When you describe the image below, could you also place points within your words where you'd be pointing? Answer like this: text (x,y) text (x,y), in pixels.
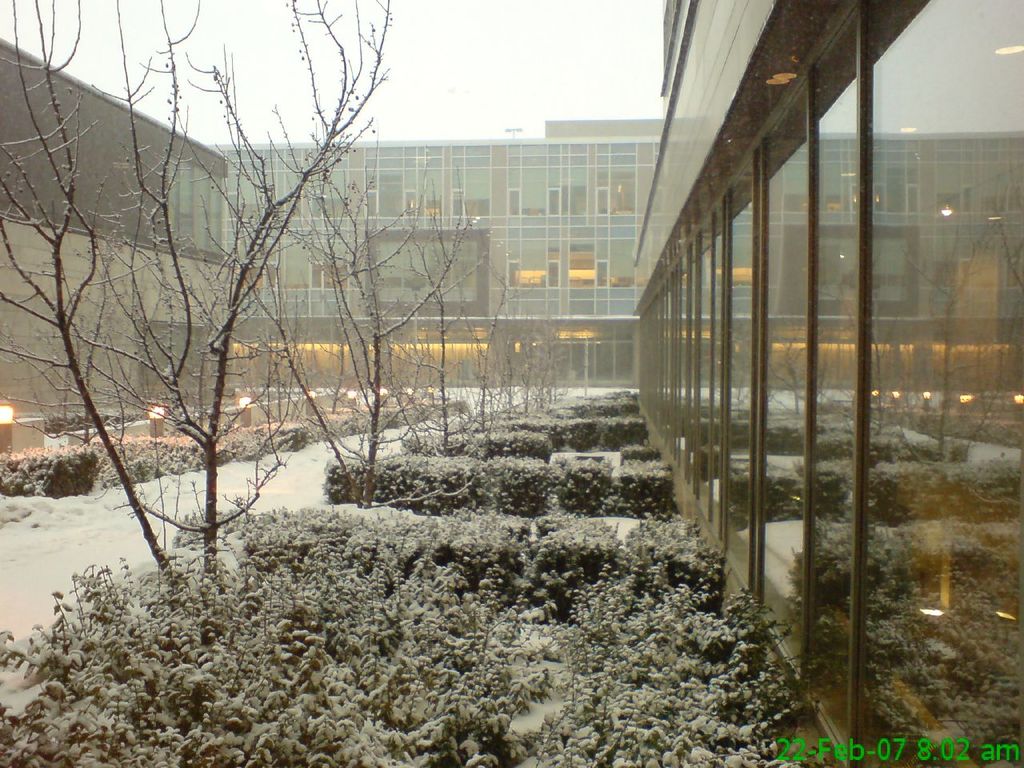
These are the buildings (638,239) with the glass doors (835,396). I can see the snow (87,552). I think these are the trees (174,298) with branches (537,353). I can see the bushes (368,555), which are partially covered with the snow (184,565). At the bottom of the image (844,759), I think this is the watermark (1009,748).
